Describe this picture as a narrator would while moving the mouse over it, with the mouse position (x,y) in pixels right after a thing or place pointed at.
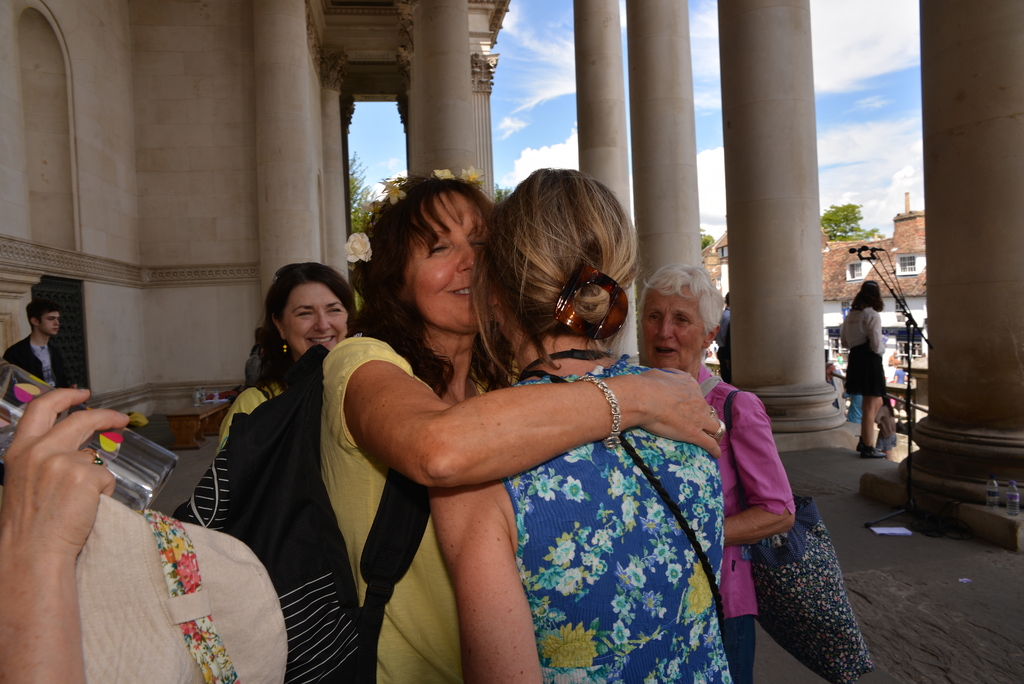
In this image there are a few people (590,457) standing. In the center (436,442) there are two women (473,466) hugging each other. Beside them there are pillars (802,297). To the left (204,120) there is a wall (197,168) of a building (163,192). Near to the pillar (820,284) there is a microphone (872,258). In the background (888,289) there are buildings (838,252) and trees (851,229). At the top (855,56) there is the sky (533,68).
